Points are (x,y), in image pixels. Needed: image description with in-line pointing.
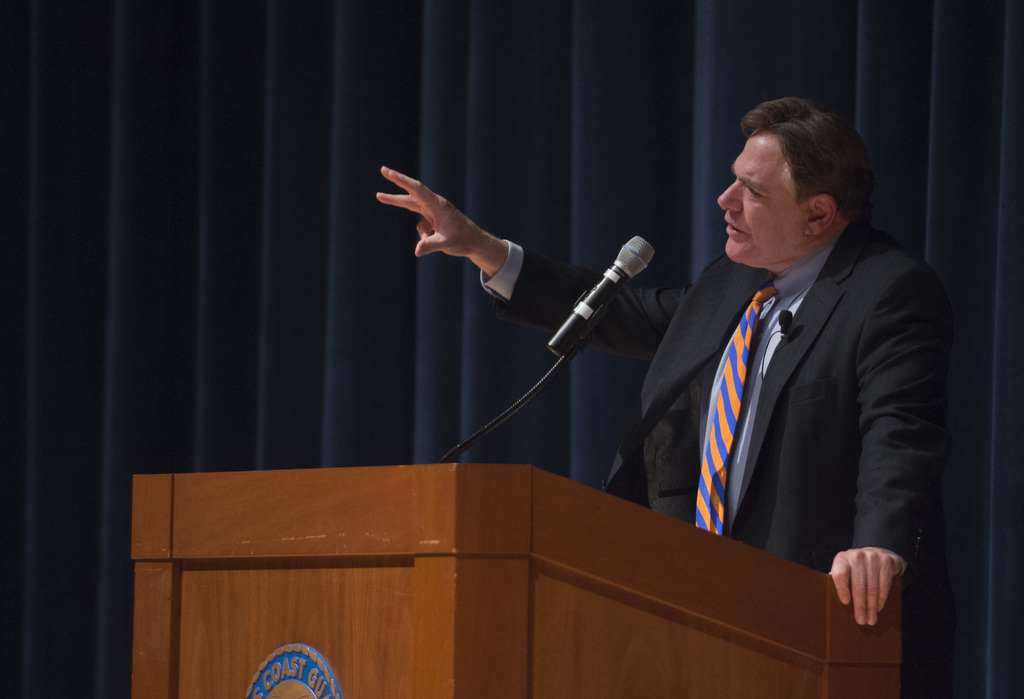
In the center of the image (650,316) there is a person (666,352) standing at the desk (361,598). On the desk (301,614) we can see mic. In the background (552,98) there is curtain (496,135).
